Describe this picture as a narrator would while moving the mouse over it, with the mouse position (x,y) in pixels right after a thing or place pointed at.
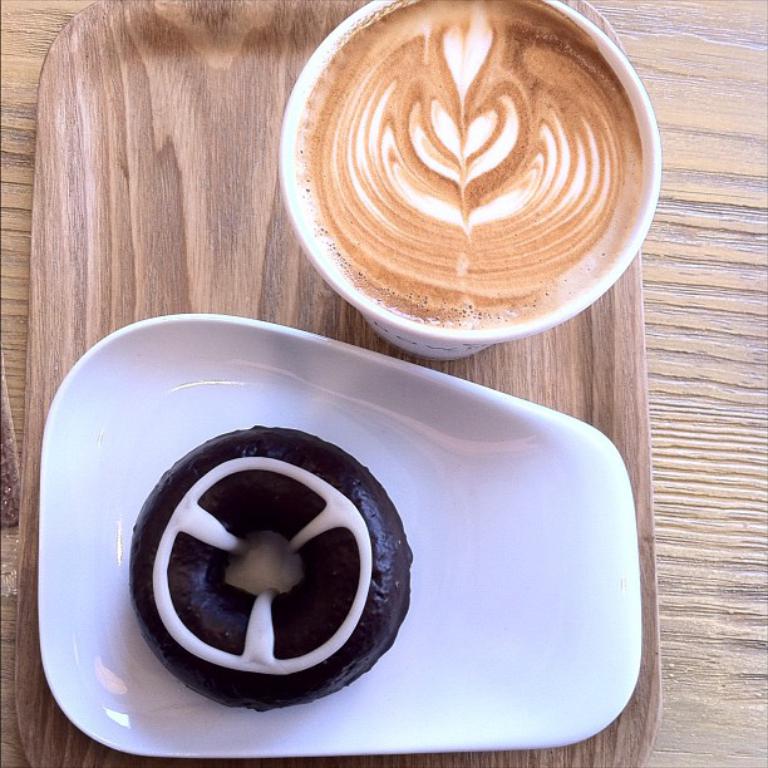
Here in this picture we can see a table (21,387), on which we can see a tray (203,273) with a cup of coffee (459,269) and a doughnut (320,464) present on a plate (175,426).
